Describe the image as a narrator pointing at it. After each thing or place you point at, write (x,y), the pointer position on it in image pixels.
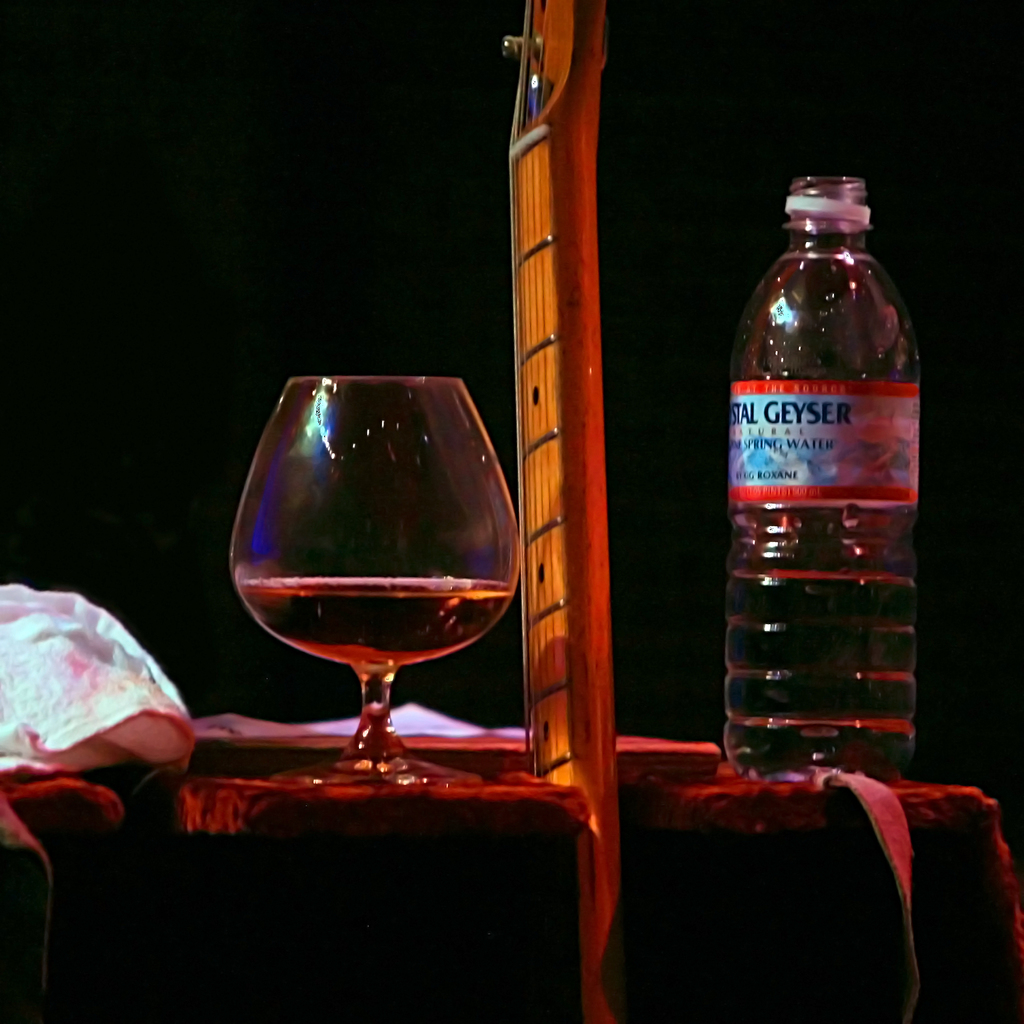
In this picture we can see one bottle (729,744) and one glass (380,724) filled with a liquid (363,655).
